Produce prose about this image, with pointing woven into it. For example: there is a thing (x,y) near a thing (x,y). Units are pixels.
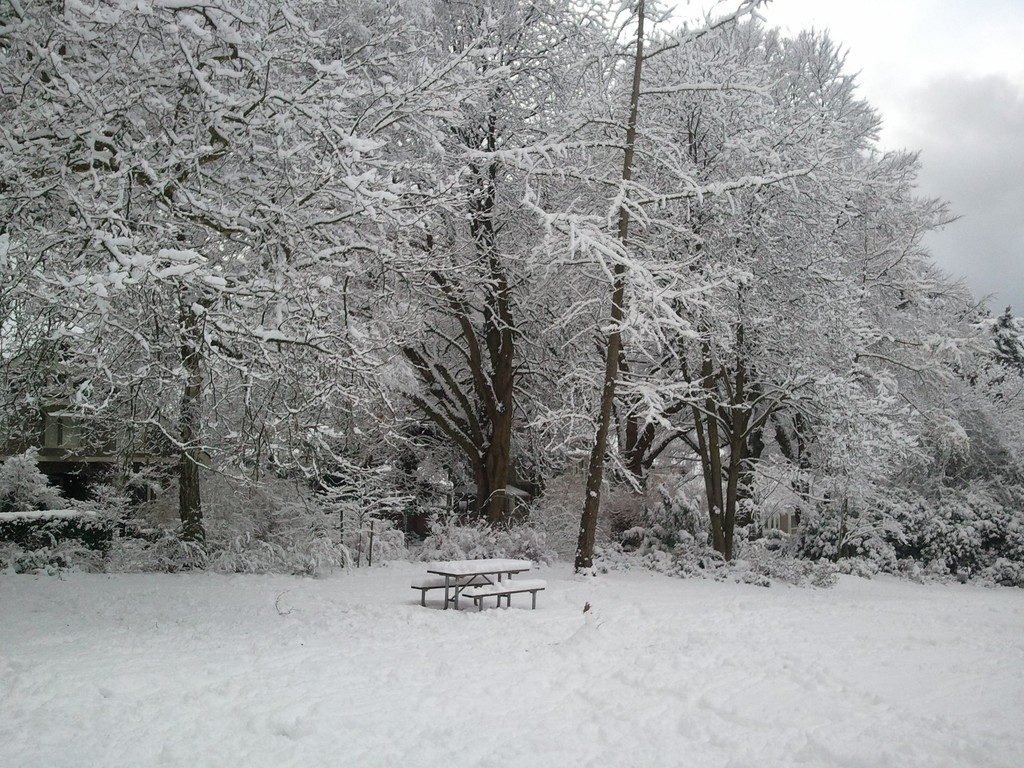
In this image at the bottom (561,607) there is snow (516,676), and in the center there are benches (481,601). In the background (507,120) there are trees (728,183) and the trees (393,241) are covered with snow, and also there is one house (60,446).
